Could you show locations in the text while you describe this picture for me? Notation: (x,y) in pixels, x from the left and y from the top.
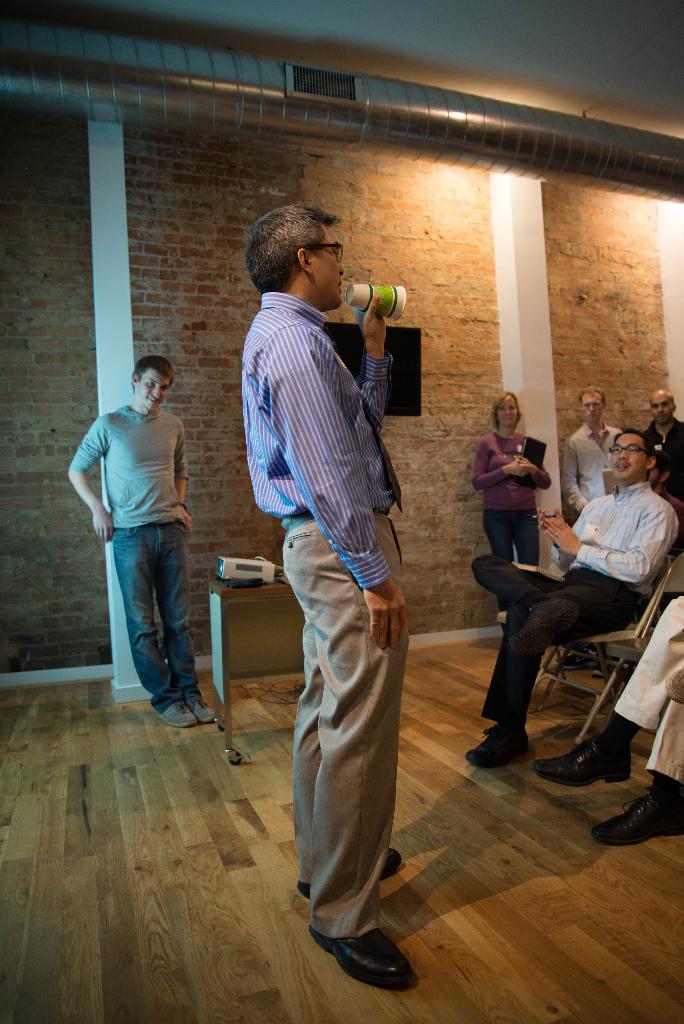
In this image I see few people (508,488) in which most of them are standing and these 2 are sitting on chairs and I see that this man (362,438) is holding a thing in his hand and on this table (220,613) I see a projector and I see the floor (90,963). In the background (201,532) I see the wall (385,242), lights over here and I see that this man (184,479) is smiling and this woman (538,477) is holding a black color thing (529,460) in her hands (509,468).
